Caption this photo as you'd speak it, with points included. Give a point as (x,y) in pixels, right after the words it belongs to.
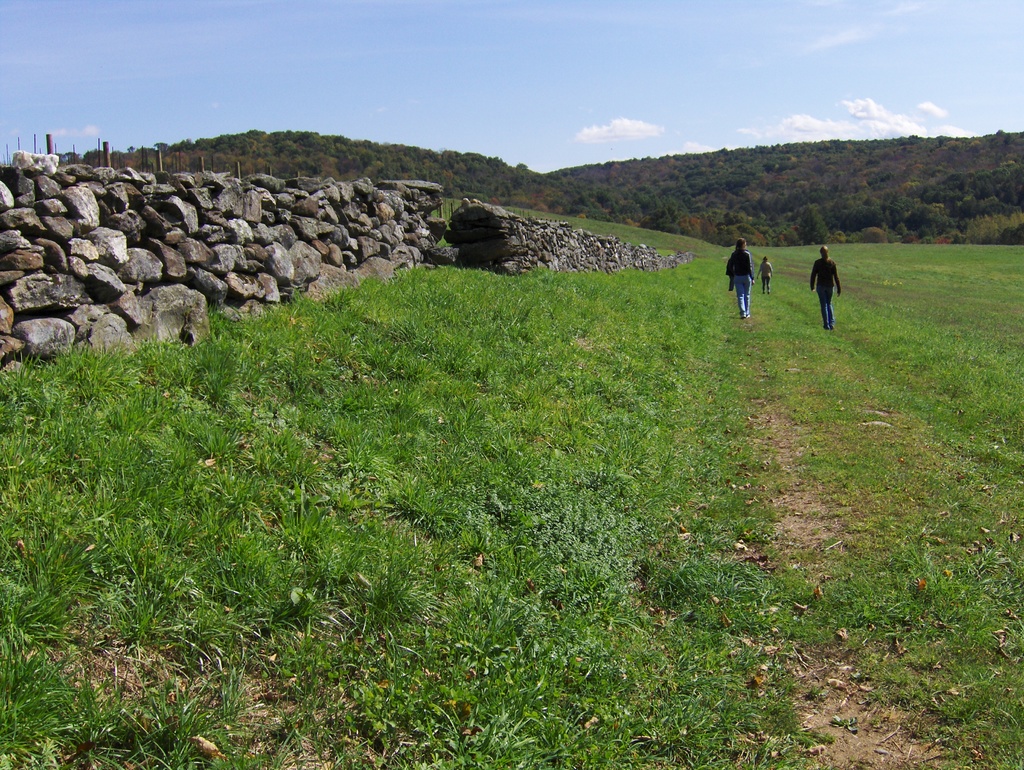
It is a beautiful scenery, there is a huge land (605,417) covered with a lot of grass (672,289) and three people (738,264) are walking on the grass (700,241), to their left side there is a wall (331,237) build up of stones (572,242) and in the background (777,157) there are two mountains (742,148).
